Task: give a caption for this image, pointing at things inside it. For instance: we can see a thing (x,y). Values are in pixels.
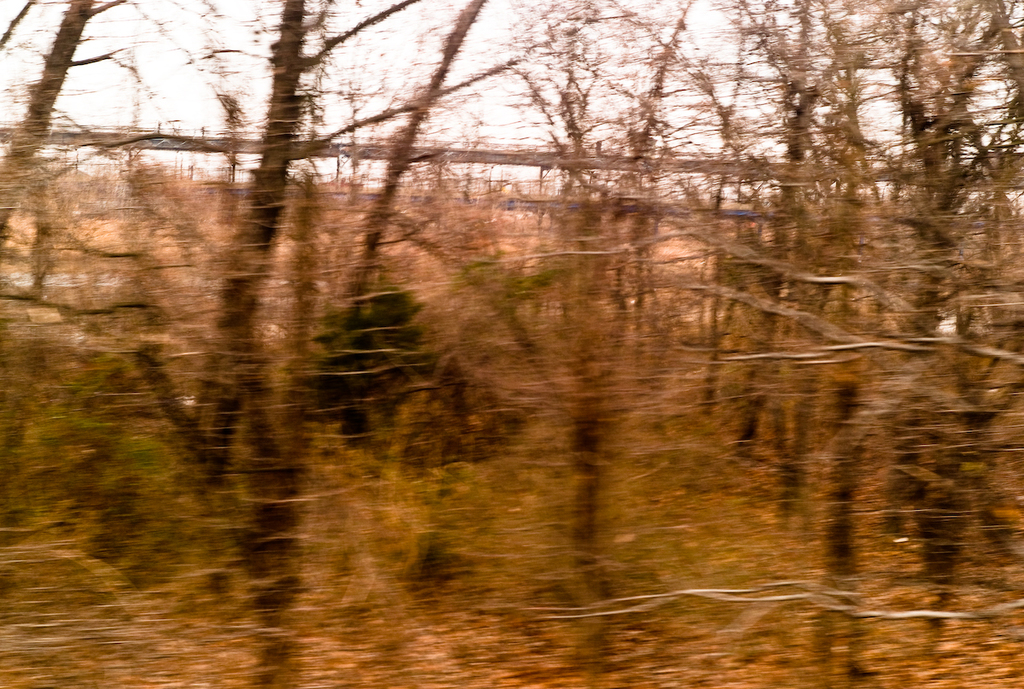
In the center of the image (557,327) there are trees (597,395). In the background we can see a fence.
